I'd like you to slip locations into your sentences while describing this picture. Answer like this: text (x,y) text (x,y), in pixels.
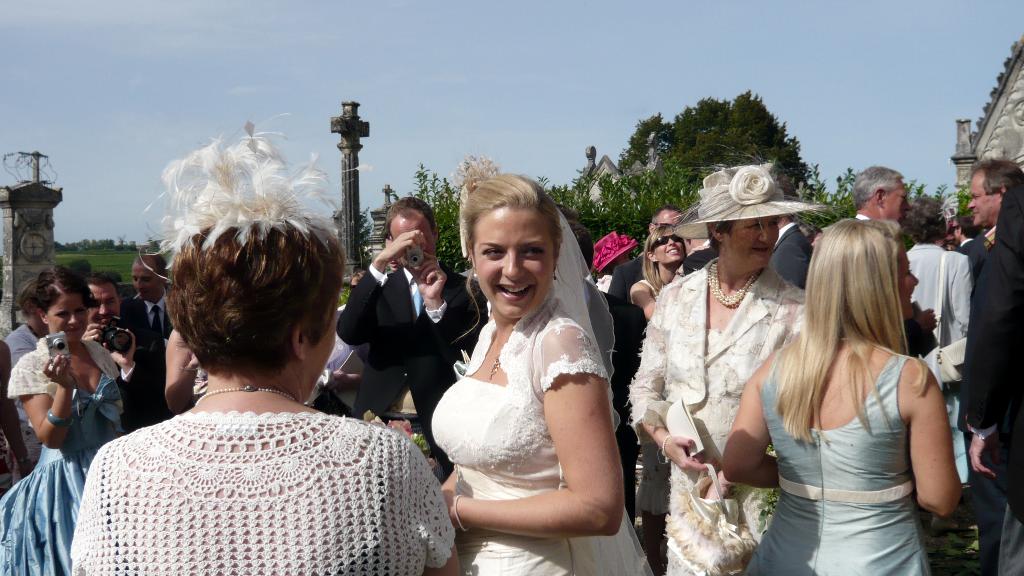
In the center of the image (530,378) we can see a few people (606,391) are standing and they are in different costumes (510,363). Among them, we can see a few people (549,407) are smiling and a few people (379,397) are holding cameras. In the background (363,69) we can see the sky (363,69), trees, grass (85,257), buildings (1009,119), one pole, one pillar (29,229) and a few other objects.
